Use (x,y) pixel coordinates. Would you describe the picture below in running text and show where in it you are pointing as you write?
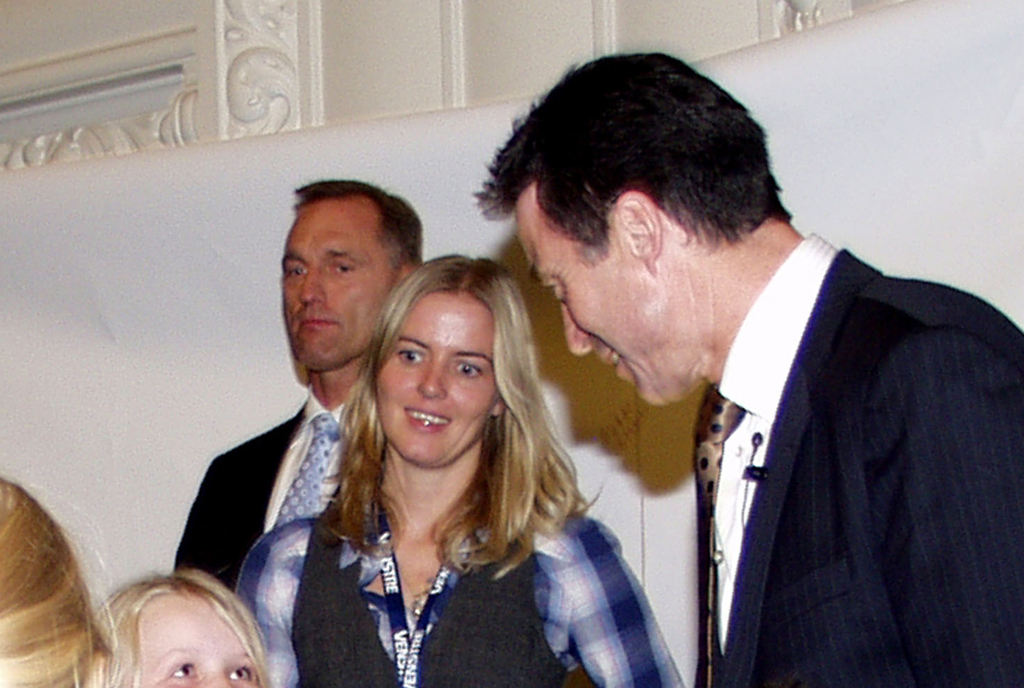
In this image there are a few people (380,540) standing. The woman (447,522) in the center (395,374) is wearing a tag (437,587) around her neck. There is text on the tag (421,646). To the right (851,546) there is a man (829,510) standing. There is a microphone clip (762,474) on his shirt (734,483). Behind them there is a board (355,166). At the top (213,44) there is a wall (256,82).
